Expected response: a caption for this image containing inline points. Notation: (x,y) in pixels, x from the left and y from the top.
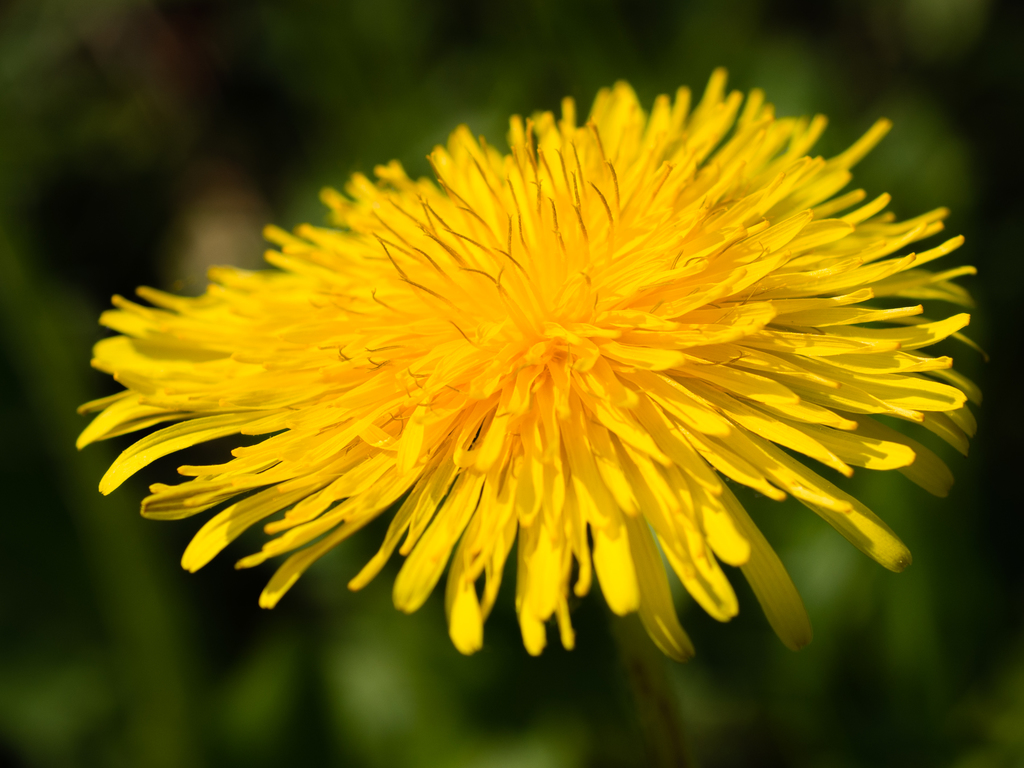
In the picture we can see a flower (410,436) with many petals (884,377) and it is yellow in color and in the background (926,610) it is invisible.
